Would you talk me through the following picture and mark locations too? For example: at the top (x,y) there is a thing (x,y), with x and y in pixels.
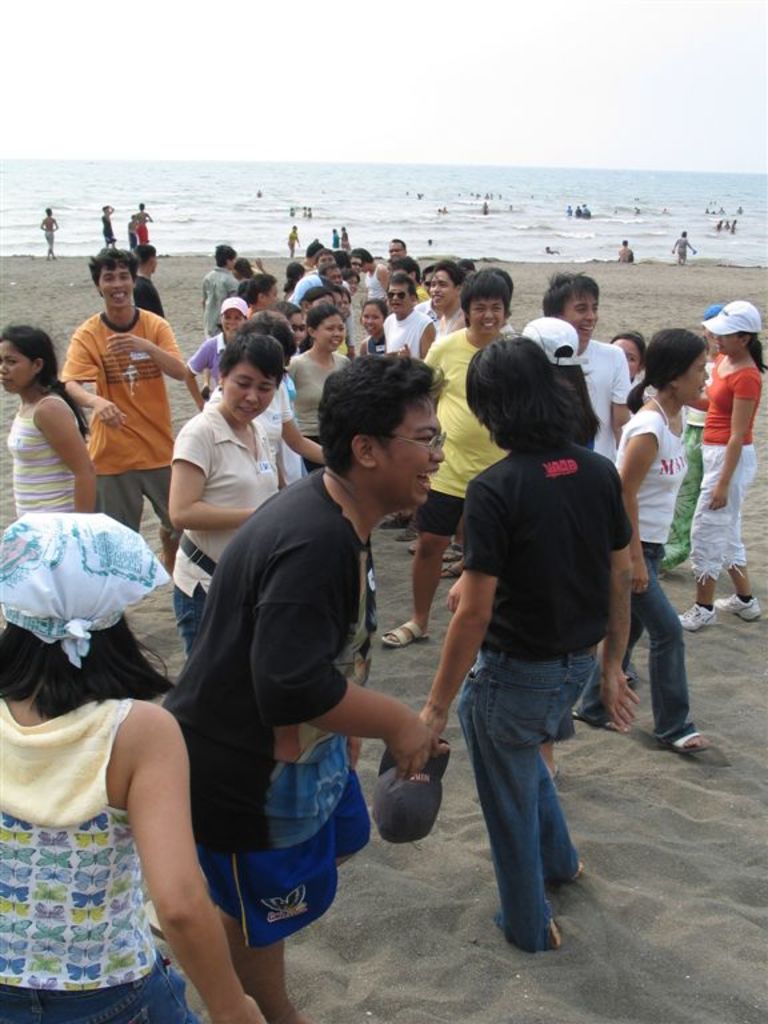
In this image we can see men (157,493) and women (719,369) are enjoying on the beach (473,860). Background of the image (651,199), sea (469,228) is there. The sky (335,76) is in white color.
